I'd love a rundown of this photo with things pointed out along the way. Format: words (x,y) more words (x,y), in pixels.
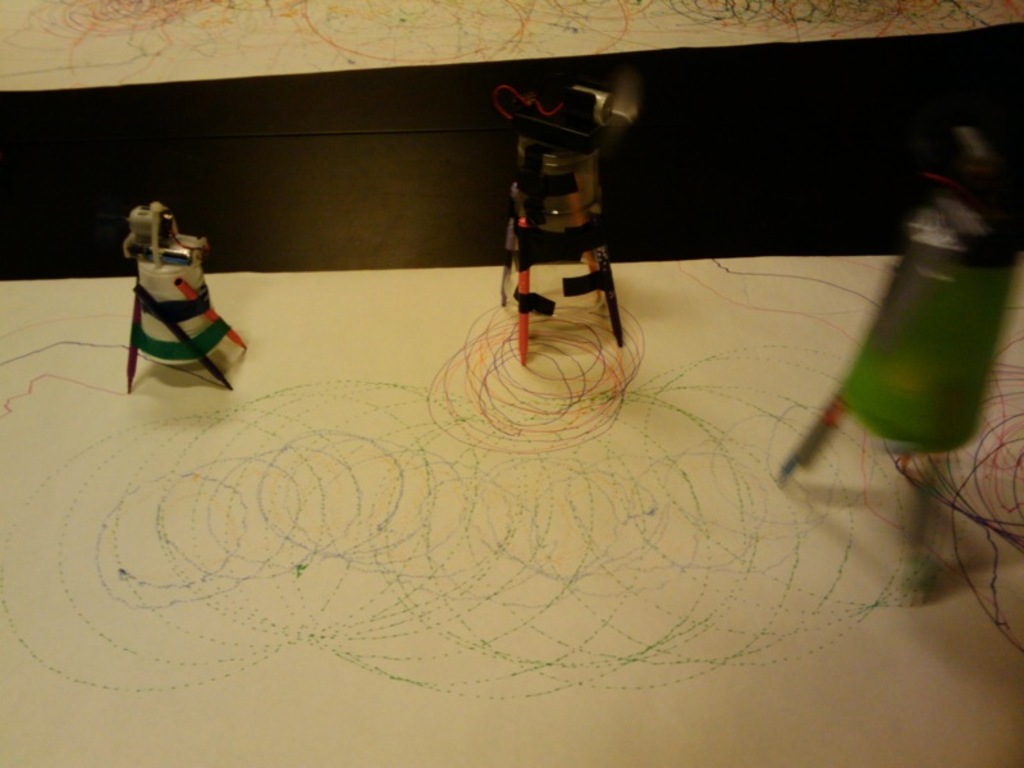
We can see objects (528,146) with pencils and papers (334,279) on the surface (785,92).
